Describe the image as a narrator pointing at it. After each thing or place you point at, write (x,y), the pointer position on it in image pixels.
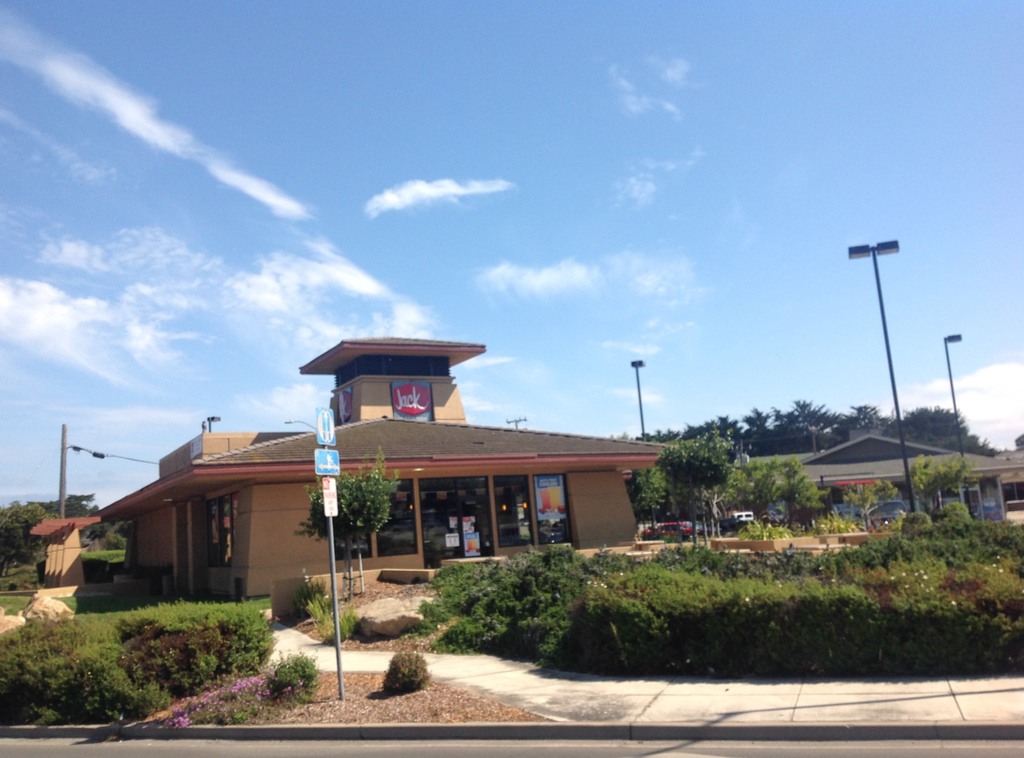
At the center of the image (428,452) there is a building (488,506), in front of the building (524,506) there are trees (712,479) and some utility poles (957,420). In the background (431,264) there is a sky (142,254).
